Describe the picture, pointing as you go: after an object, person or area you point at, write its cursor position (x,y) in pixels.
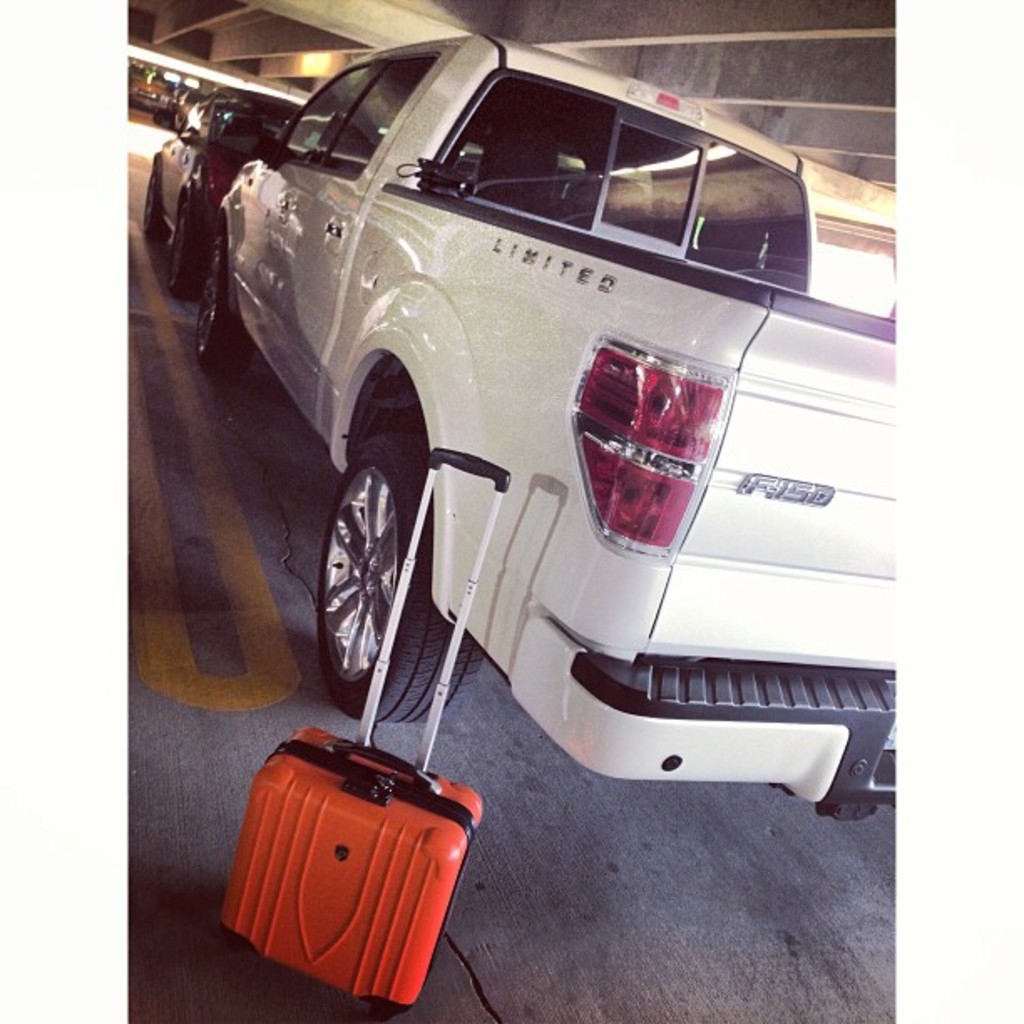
There are two vehicles (284,216) in the basement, One is black car (228,152) and the other is white truck (461,258) which has limited written on its side (529,305) and there is orange trolley (366,845) which is beside the white truck (355,241).
